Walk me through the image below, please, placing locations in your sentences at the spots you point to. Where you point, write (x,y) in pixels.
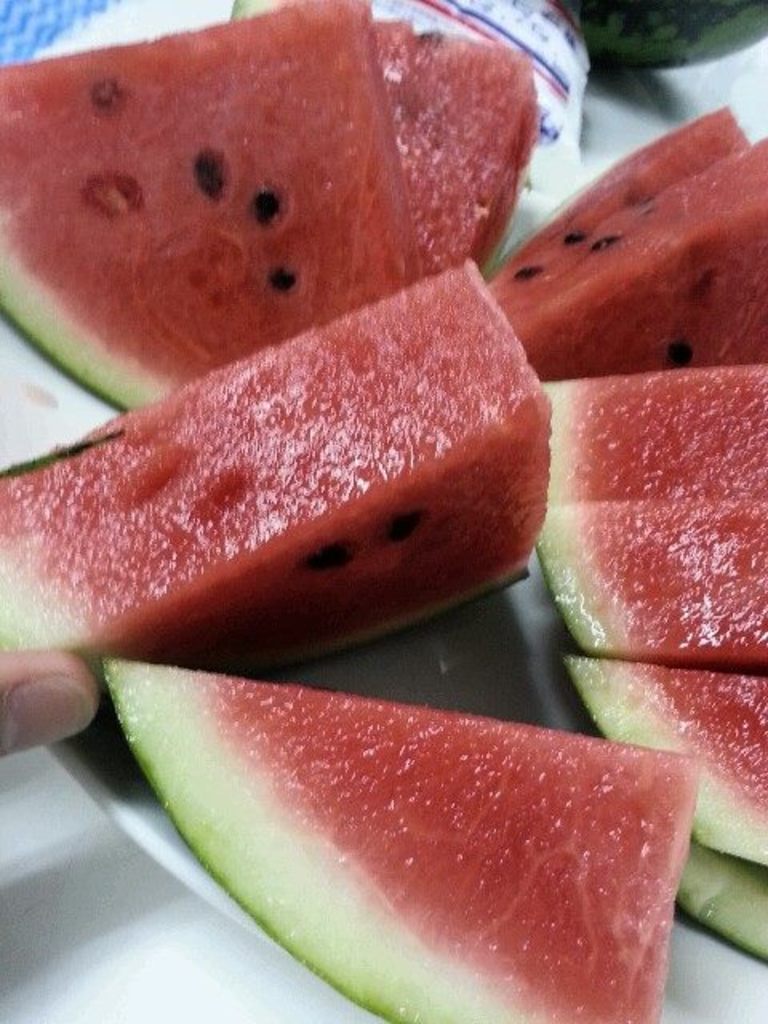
In the picture there is a plate (147,815) with the fruits (326,73) present, there is a finger (85,716) of a person (85,716).
